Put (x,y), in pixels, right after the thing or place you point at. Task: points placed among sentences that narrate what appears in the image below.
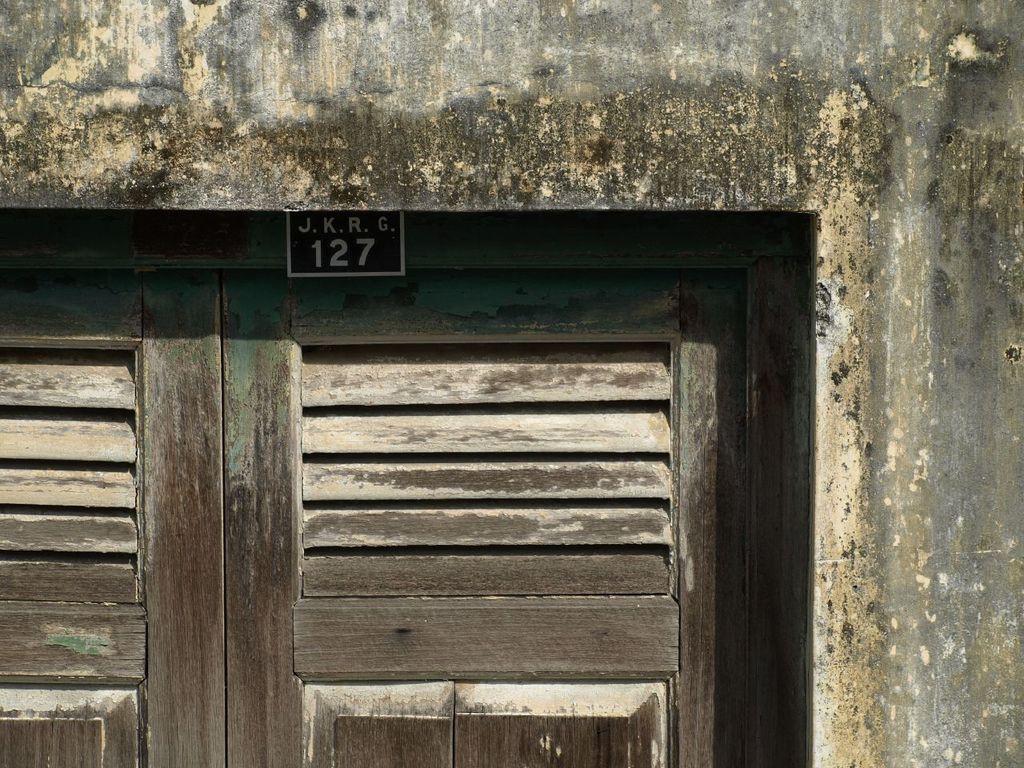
In this image I can see two doors (217,504) along with the wall (750,136). At the top of the doors (311,288) I can see a black color paper (379,238) is attached and I can see some text (315,231) and numbers (339,262) on that.
